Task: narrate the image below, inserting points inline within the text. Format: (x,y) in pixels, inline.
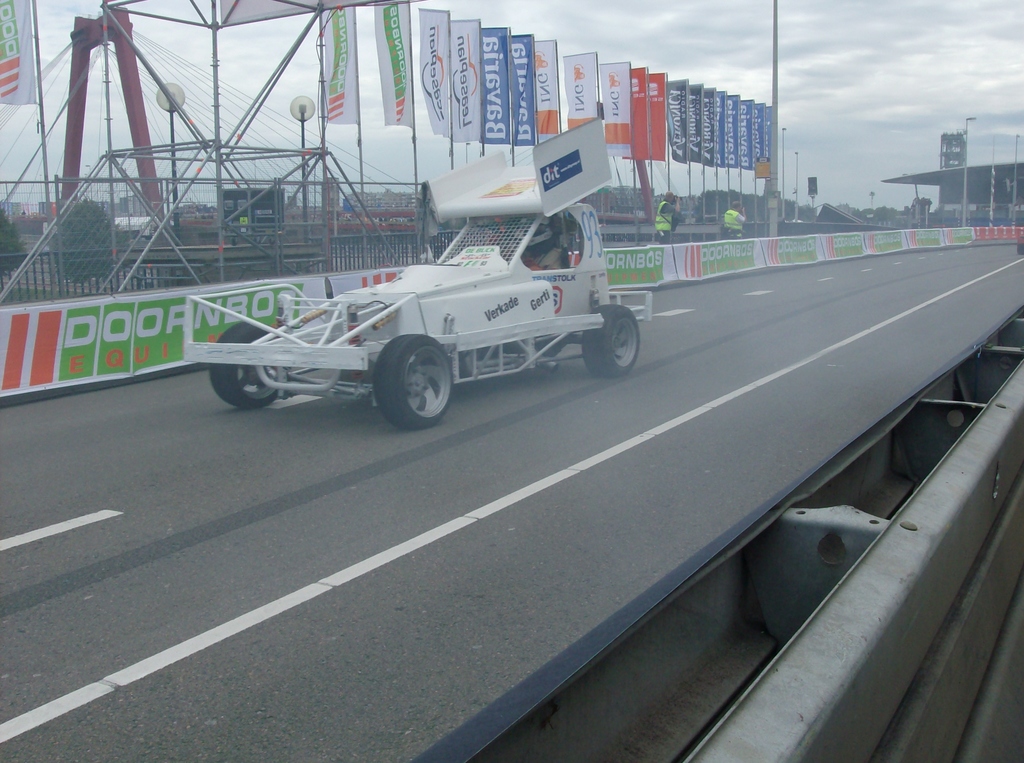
There is a white color vehicle (485,319) on the road (464,405) and there are few flags (627,110) which has something written on it in the background (637,118).
